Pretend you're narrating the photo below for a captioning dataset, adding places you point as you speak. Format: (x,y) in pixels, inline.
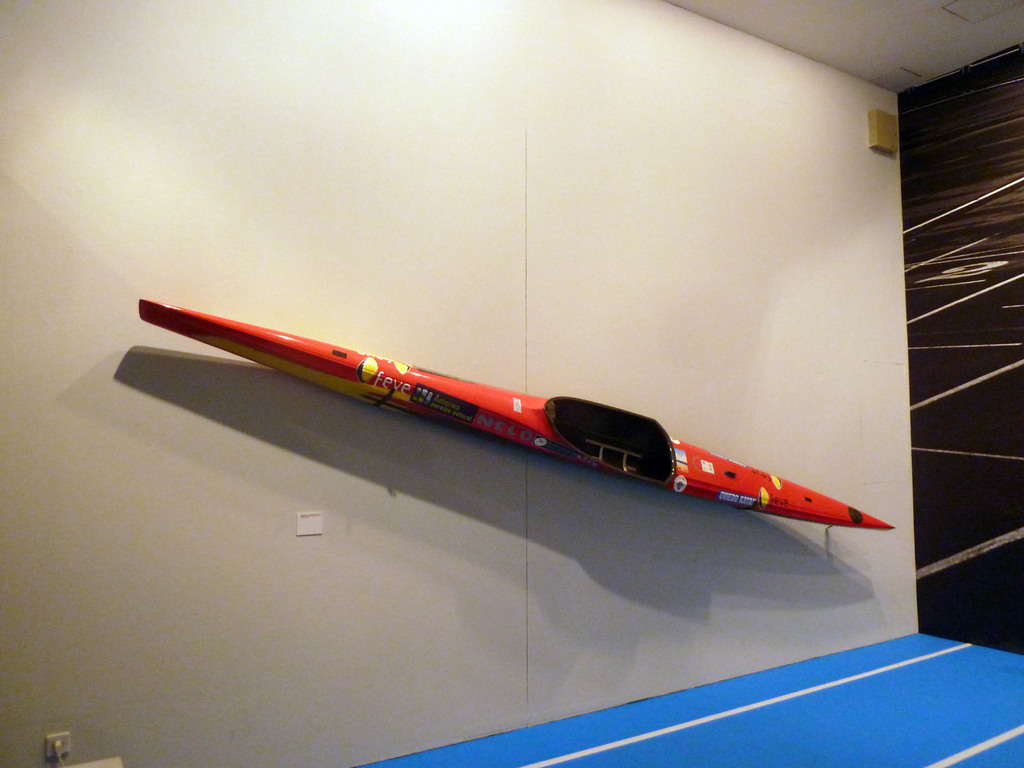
In this picture we can see an object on the wall (129,168). We can see few objects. At the top (805,15) we can see the ceiling (802,36) and light ray (397,29).
